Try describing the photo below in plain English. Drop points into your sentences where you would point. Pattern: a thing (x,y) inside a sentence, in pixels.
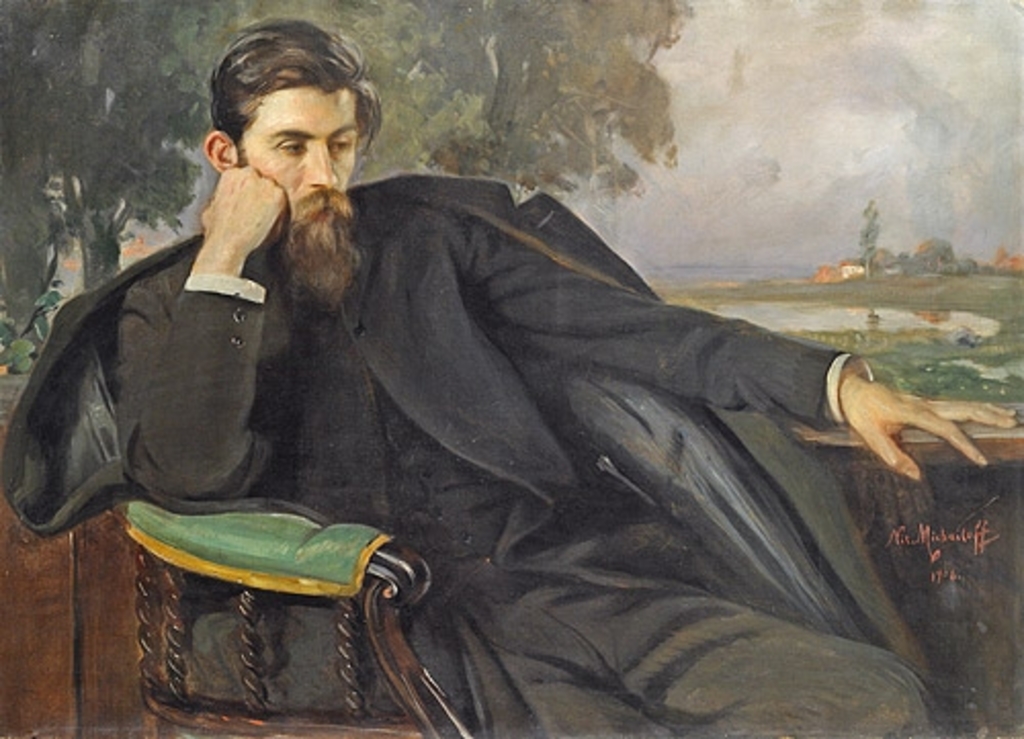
This is a painting. In this image we can see a man (328,400) is sitting on a chair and placed his hand (906,395) on a table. In the background (37,270) we can see trees (44,315), water (797,316), grass (818,299), houses (831,274) and clouds (739,170) in the sky (779,159).
